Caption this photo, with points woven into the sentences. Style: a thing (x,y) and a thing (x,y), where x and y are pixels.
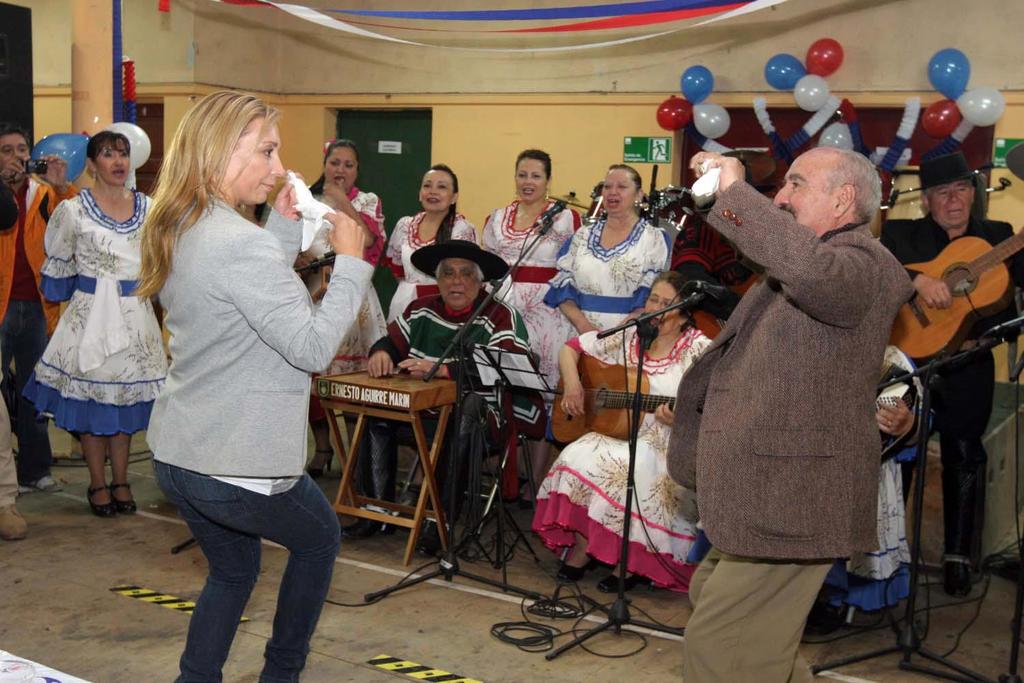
In the picture we can find some people (530,301) are standing and two people (589,336) are sitting, and two people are dancing, the man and the woman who are sitting are playing a music. In the background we can find a wall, door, caution board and balloons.
